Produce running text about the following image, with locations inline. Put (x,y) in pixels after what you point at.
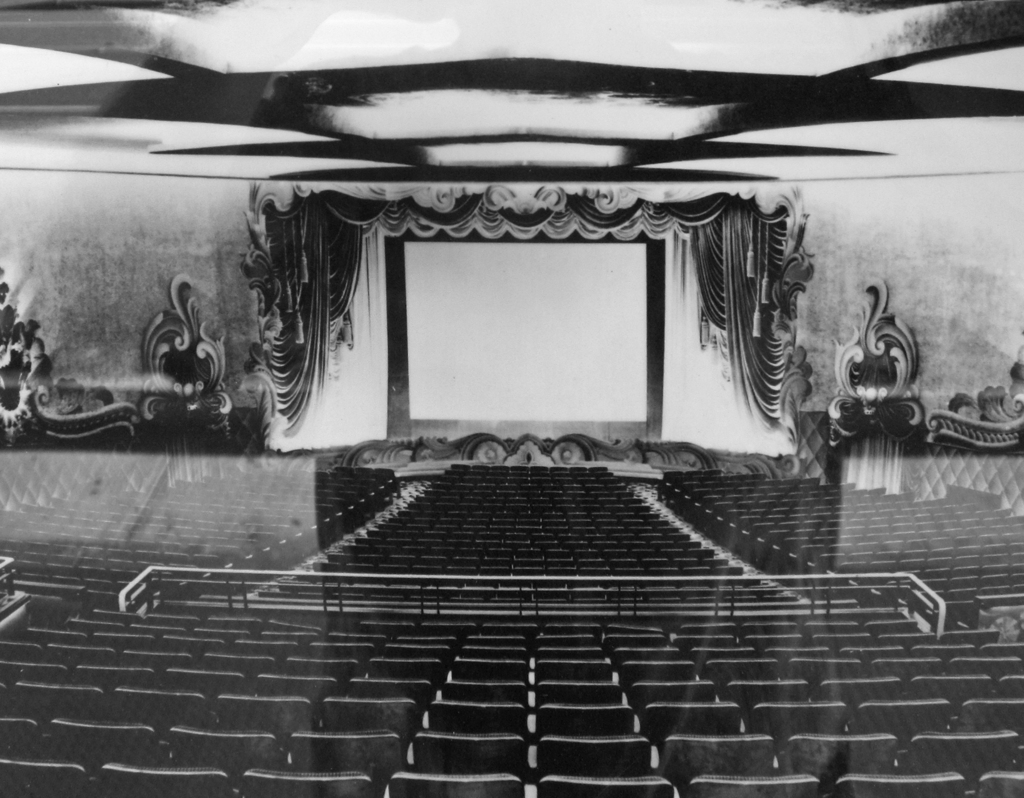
This is a black and white image. In the foreground (305,580) we can see many number of chairs (243,663). At the top (367,63) we can see the roof (526,63). In the background (370,327) we can see the curtains (315,301), wall (840,213) and some other objects (431,371).
